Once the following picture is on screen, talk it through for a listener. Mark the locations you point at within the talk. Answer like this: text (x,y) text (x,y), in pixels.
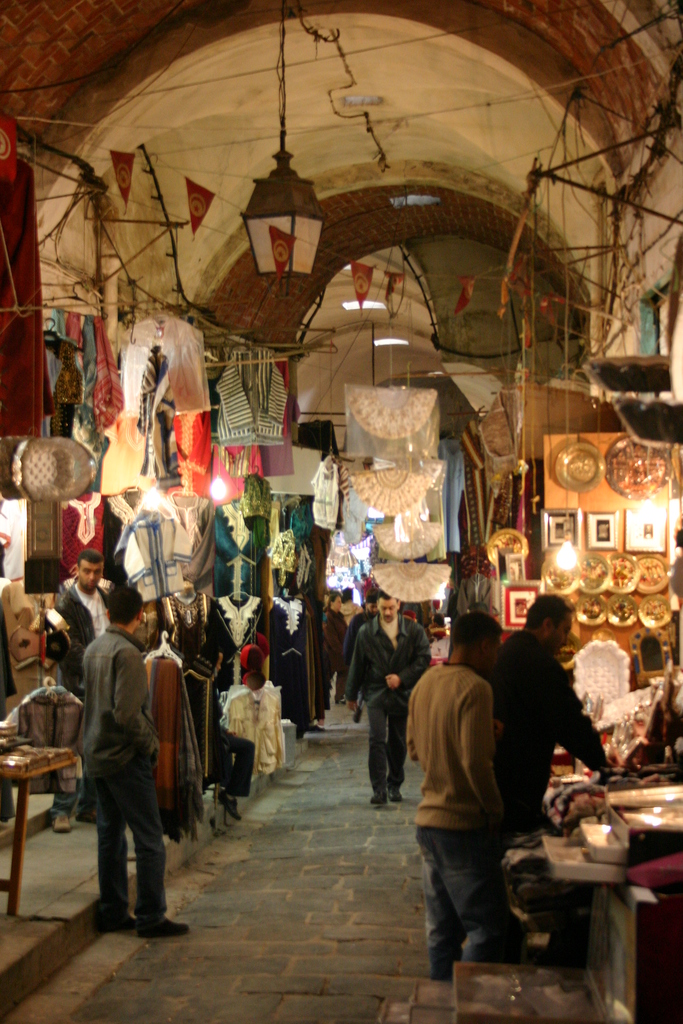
At the bottom of the image (158,899) few people (337,613) are standing and walking. Behind them we can see some clothes (267,443) and lights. At the top of the image (7,9) we can see ceiling (192,51) and banners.
